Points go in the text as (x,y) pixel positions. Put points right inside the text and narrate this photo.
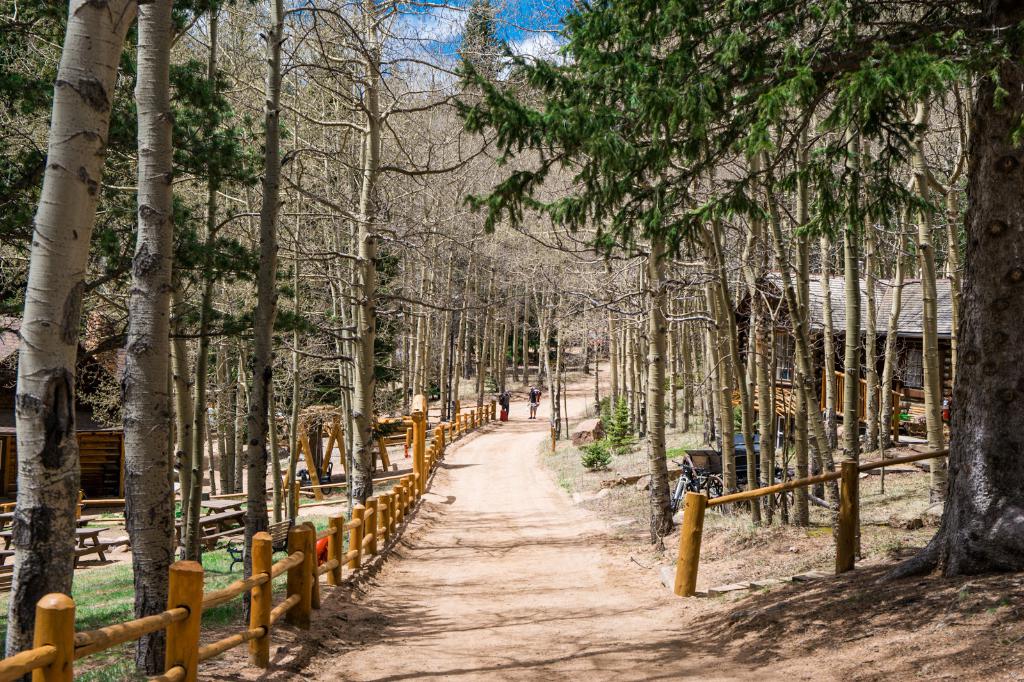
In this image we can able to see few trees (609,256), there is a fencing (295,536), and few benches (240,530) and wooden houses (877,357), and we can see clouded sky (462,26).
